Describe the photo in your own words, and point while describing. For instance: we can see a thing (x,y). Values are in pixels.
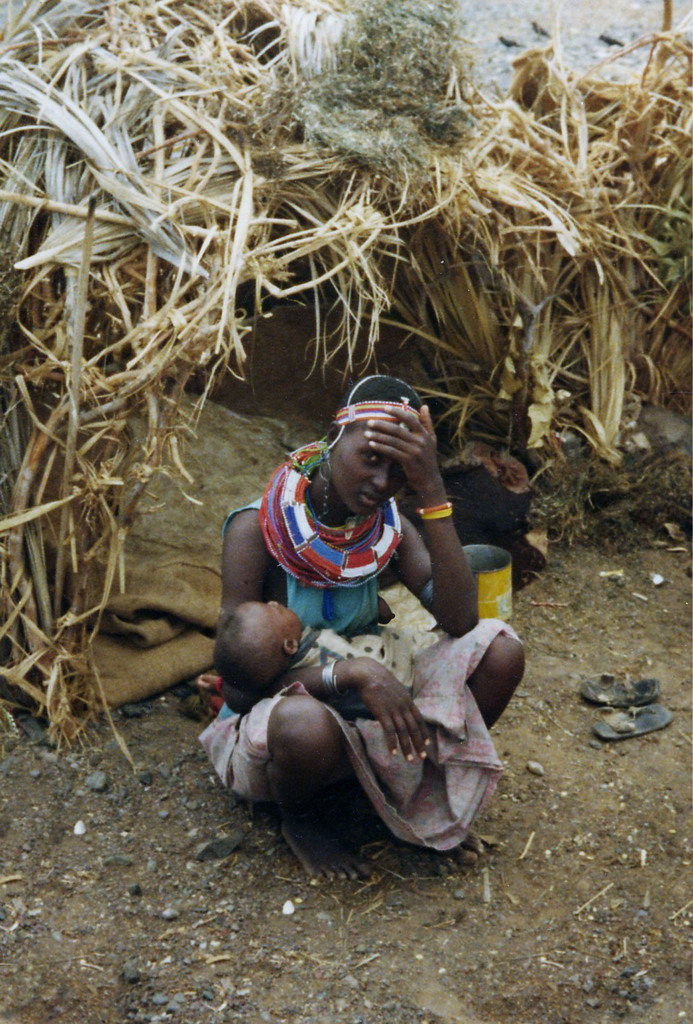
In the foreground of this image (440,705), there is a woman (451,804) sitting on the ground (472,879) and holding a baby (284,610). On the right (622,696), there are footwear (630,705). In the background (129,252), there is a hut (83,495).
